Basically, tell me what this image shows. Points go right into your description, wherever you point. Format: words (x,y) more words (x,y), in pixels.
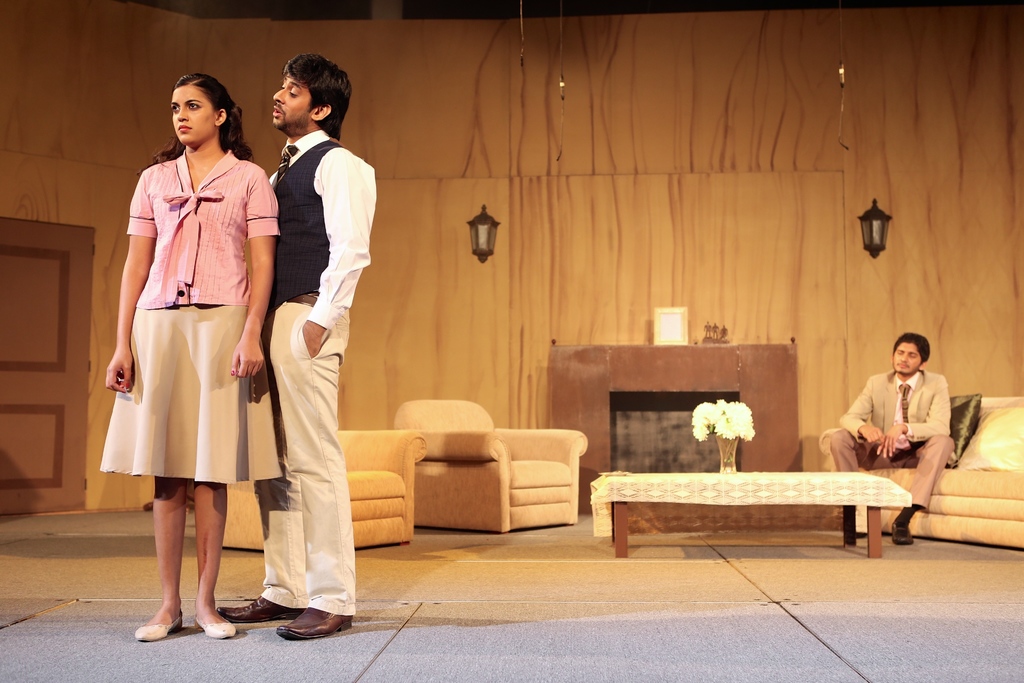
in this image there are two persons (236,178) standing on the floor (187,618) one is woman (239,274) and one is man (335,225) on right side (921,513) there is man (943,455) sitting on the sofa (1018,479) and in the middle (462,413) some things (491,412) are there couches (546,474), table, flower vase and the two lamps (481,242) and on the left side (66,287) there is door (77,294) and the background (569,115) is beige.
